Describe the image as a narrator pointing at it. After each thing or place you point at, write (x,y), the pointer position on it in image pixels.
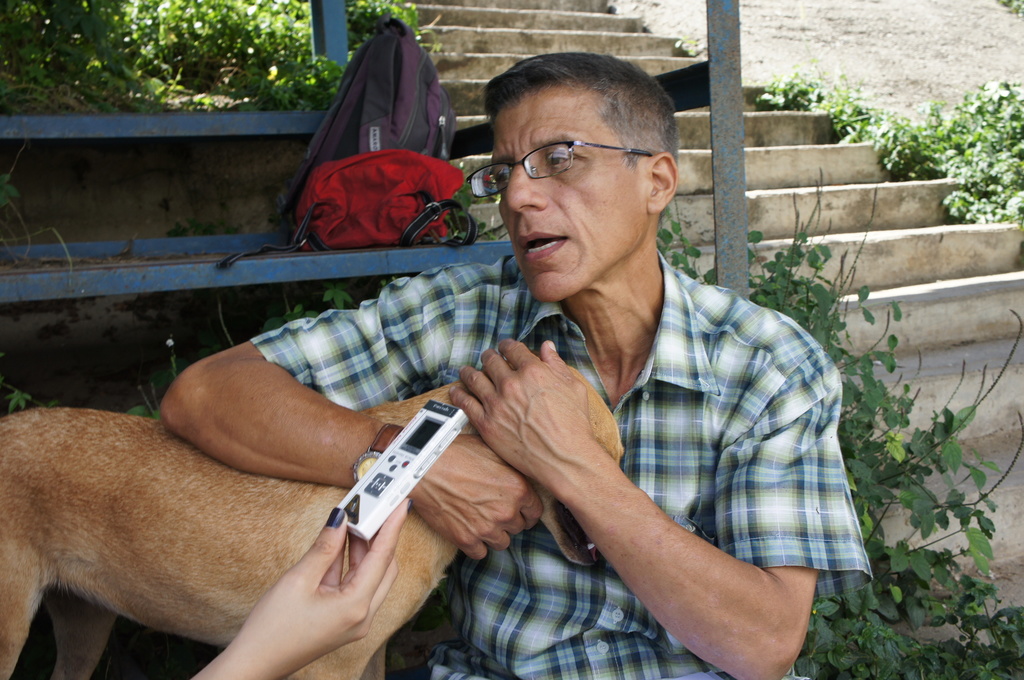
In this picture I can see plants (863,356), stairs (863,223) and couple of bags (306,217) on the metal bench (274,275) and I can see a man (558,491) holding a dog (420,409) and I can see another human hand (350,545) holding a voice recorder (380,497).
